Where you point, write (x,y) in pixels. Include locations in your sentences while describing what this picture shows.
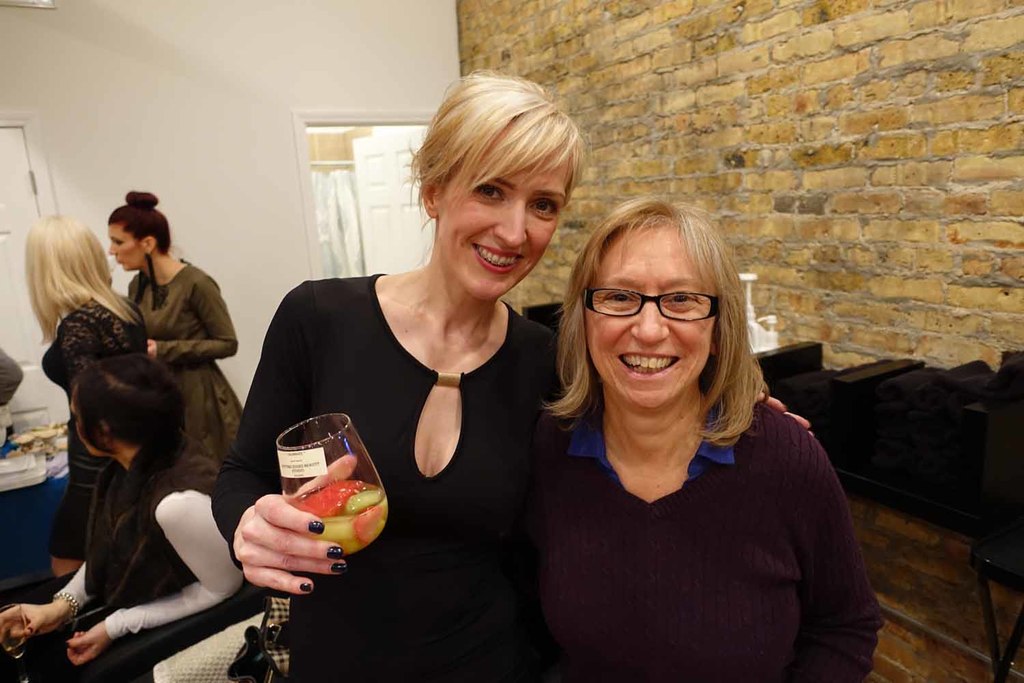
This picture shows few women (182,314) and a woman (132,502) seated on the chair (169,628) and we see woman (362,578) holding a glass (368,475) in her hand (263,506) and we see another woman (655,299) with spectacles (668,299) on her face (706,307) and we see smile (634,361) on their faces (631,376) and we see a brick wall (881,348) and few bags (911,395).
